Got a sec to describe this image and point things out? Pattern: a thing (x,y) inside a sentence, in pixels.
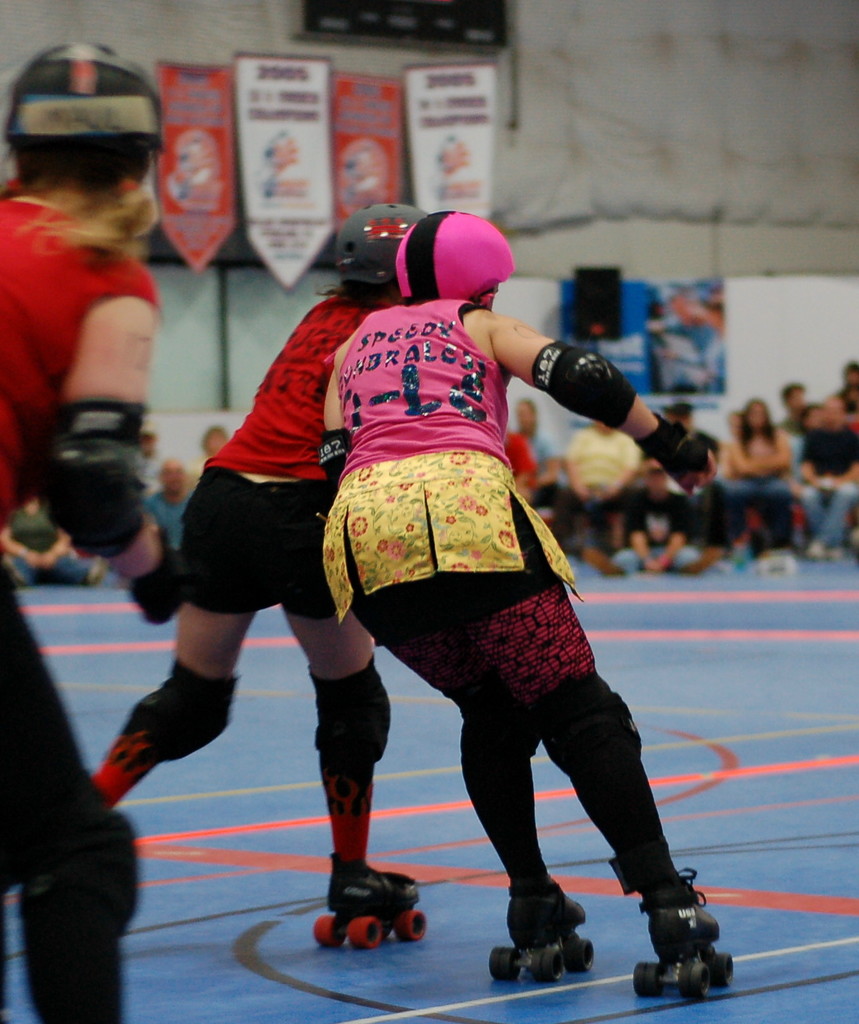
In this image I can see few people (79,837) with helmets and the skate-wheels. In the background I can see the group of people (562,521) with different color dresses (566,531), many boards (272,229) and the wall (567,136).
